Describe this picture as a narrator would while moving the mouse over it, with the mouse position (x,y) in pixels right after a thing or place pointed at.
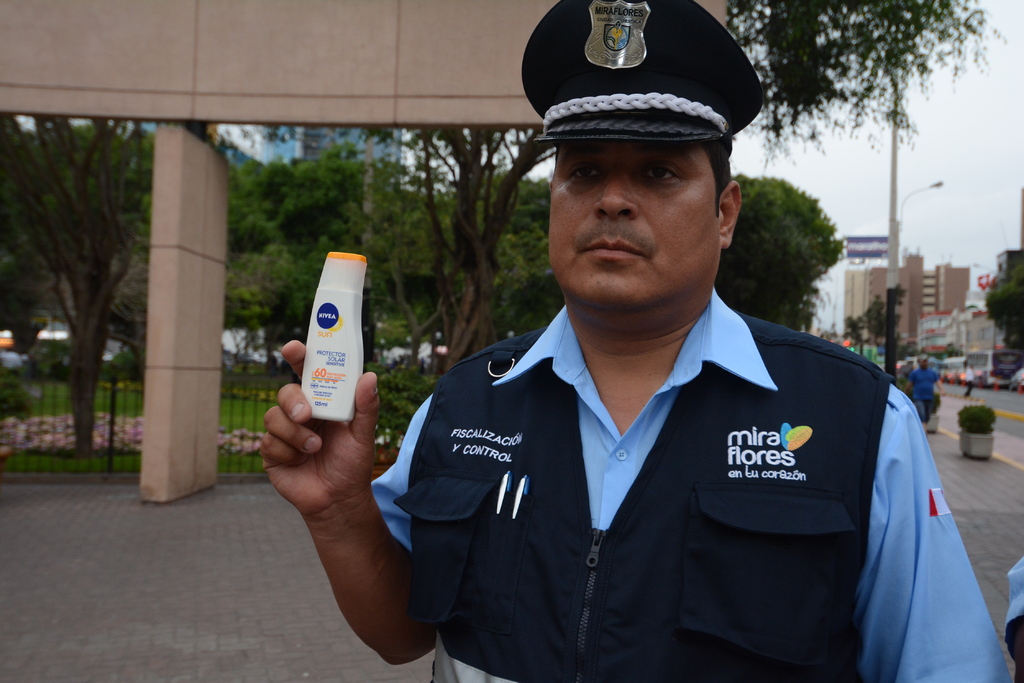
In this picture we can see a man (627,494) standing and holding something in his hand (354,416), he wore a cap (680,106), in the background (424,223) there are some trees (408,236), we can see a building (933,285) on the right side (925,303), there is a pole (891,285) here, there is a light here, we can see the sky (970,177) at the right top of the picture (977,208).
